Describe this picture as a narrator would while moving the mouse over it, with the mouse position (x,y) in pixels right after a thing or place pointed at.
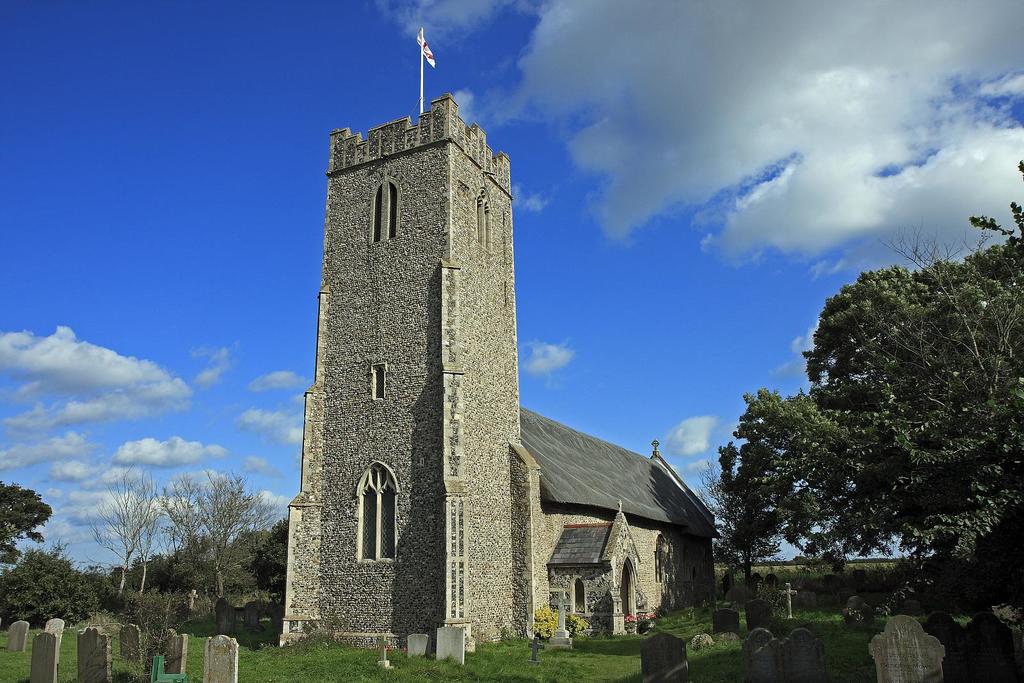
In this image I can see a building (474,530) and a flag (421,44) on a building tower (411,257). I can also see grave stones (388,651), the grass (541,671) and trees (163,616). In the background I can see the sky (159,348).
